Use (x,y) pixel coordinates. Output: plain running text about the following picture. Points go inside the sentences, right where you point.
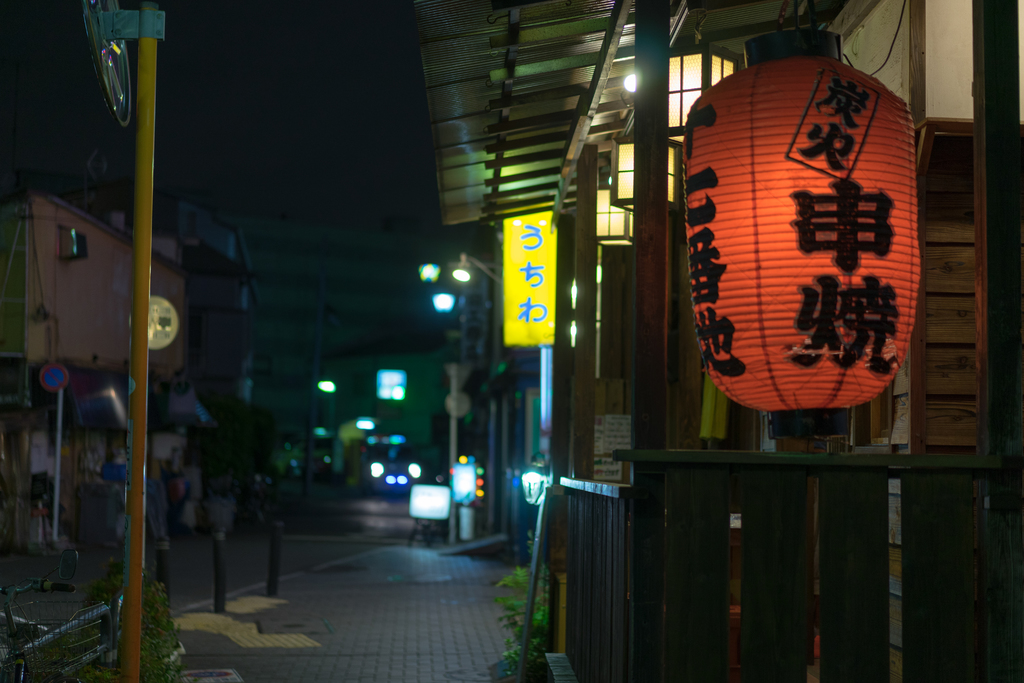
This is an image clicked in the dark. On the right side (701,459), I can see a wall (963,322) to which a lantern (727,152) and a board (535,298) are attached. In front of this I can see the footpath (402,599). On the left side (324,533) there is a road (100,568). On the other side of the road (334,530) I can see buildings (104,340) and few poles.
